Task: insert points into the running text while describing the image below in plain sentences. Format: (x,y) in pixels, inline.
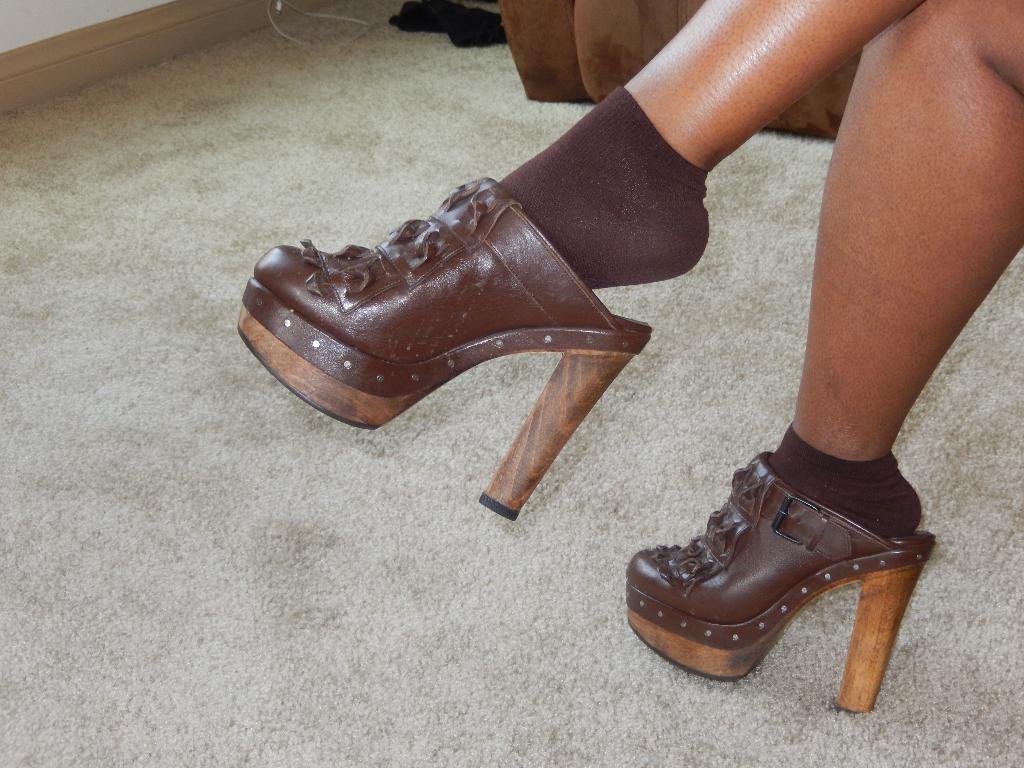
As we can see in the image, there is a women leg (968,143) where she is wearing socks (636,208) and heels (423,336) to her legs (979,114) and there is a floor (156,288).
